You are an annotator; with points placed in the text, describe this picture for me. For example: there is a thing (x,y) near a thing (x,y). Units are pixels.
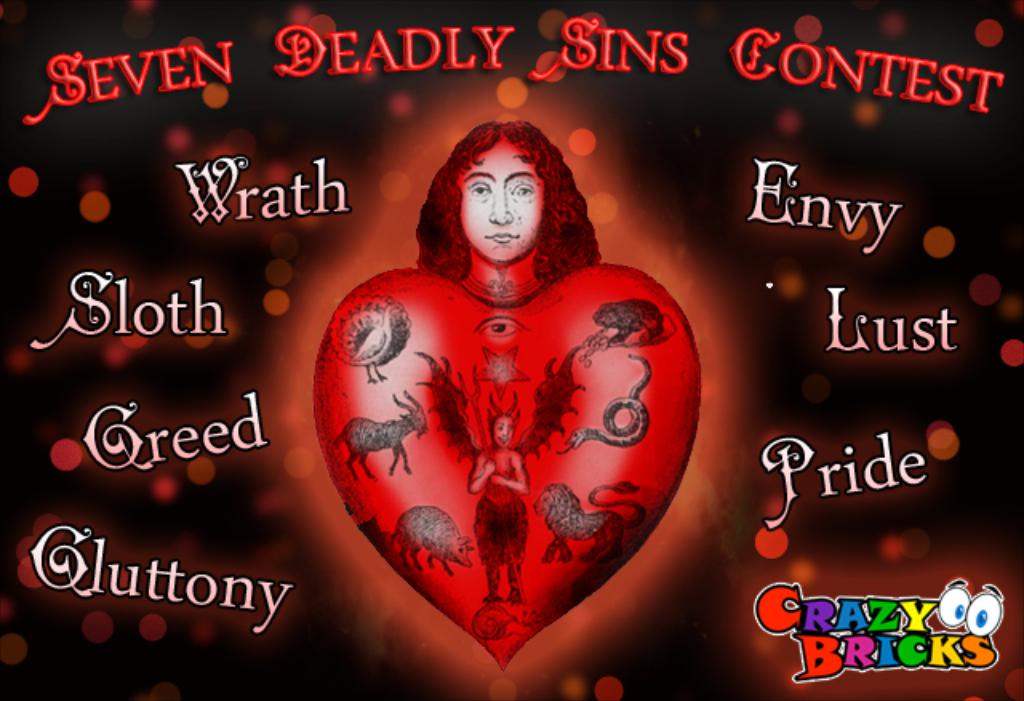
In this picture we can see a poster (608,570), here we can see persons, animals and some text (849,221) on it.
